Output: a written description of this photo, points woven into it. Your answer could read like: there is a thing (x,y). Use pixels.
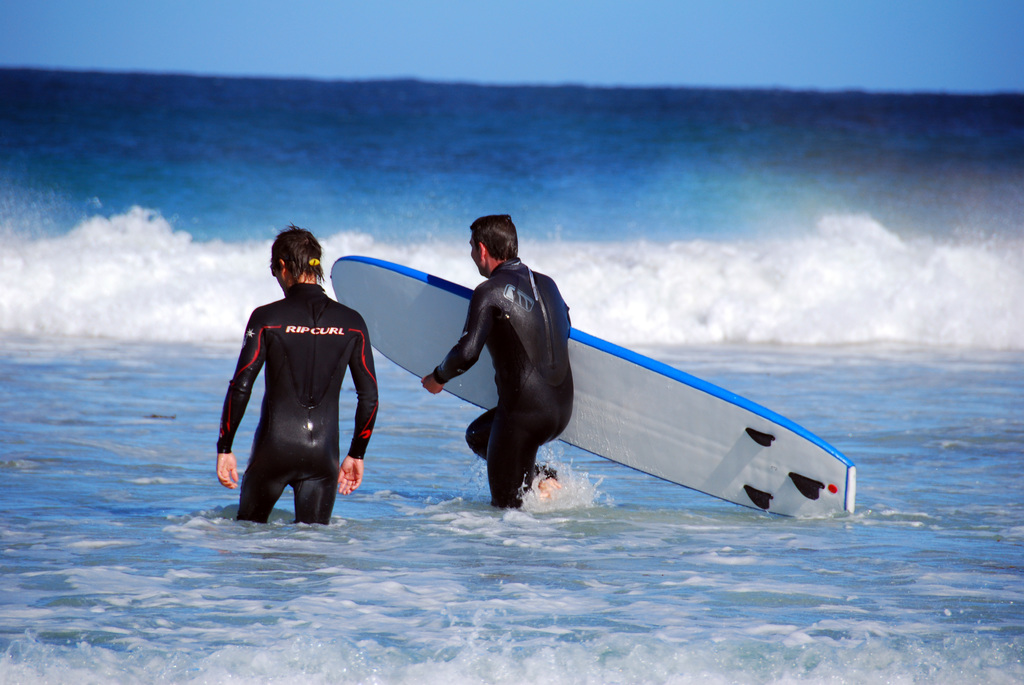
In this image, we can see two persons (540,378) are in the water (448,488). Here a person (500,471) is holding a surfboard (599,428). Top of the image (365,20), there is the sky (373,3).
